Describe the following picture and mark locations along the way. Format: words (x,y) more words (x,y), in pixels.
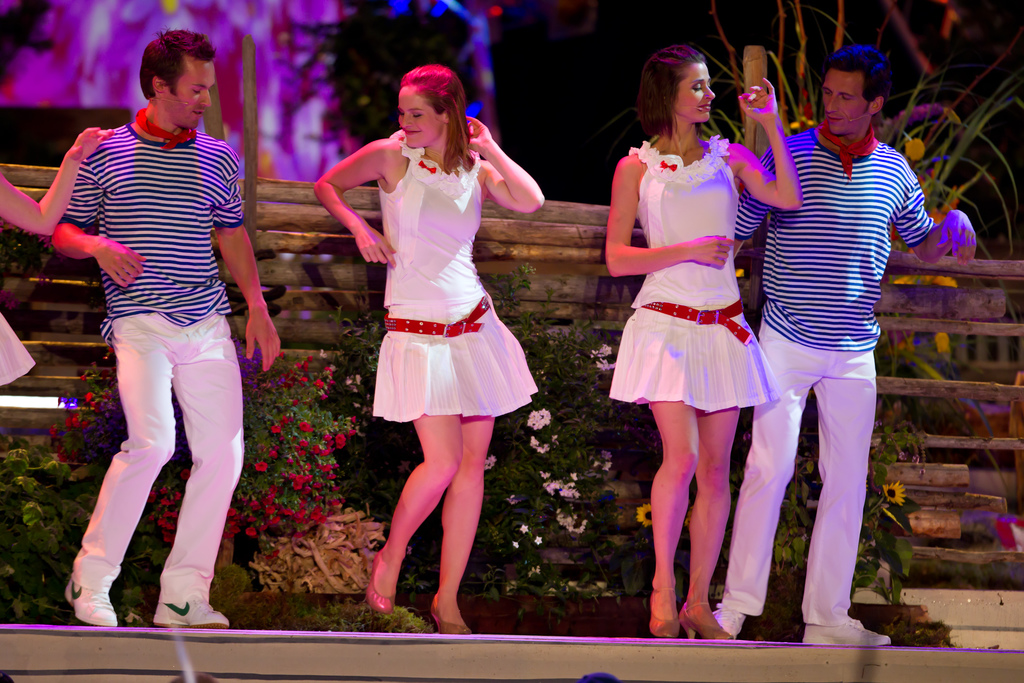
In this picture there are two girls (724,282) wearing a white top (706,269) and skirt (672,366), dancing with two boys (191,258) wearing a blue and white color stripe t-shirt (184,252). Behind there is a wooden railing (999,270) and some plants (915,85).
